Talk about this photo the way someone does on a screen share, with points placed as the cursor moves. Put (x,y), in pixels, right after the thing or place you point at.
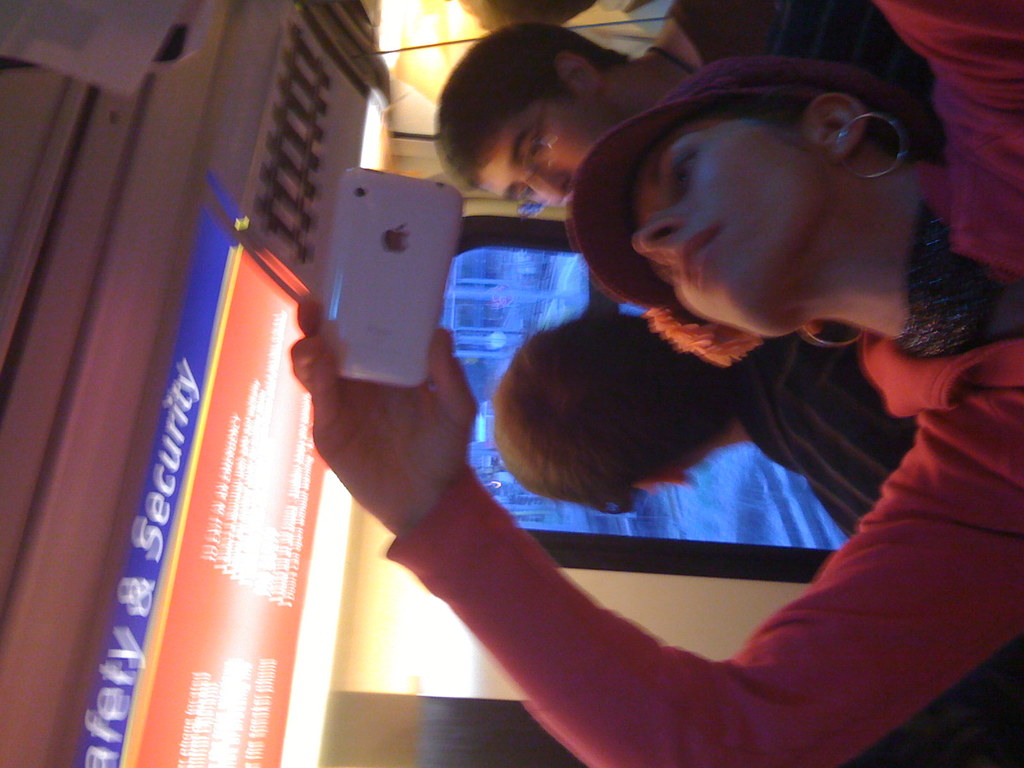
There is a person (818,295) on the right side of the image (941,413) wearing a hat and holding a mobile (377,343) with her hand (453,376). There are two persons (584,152) in front of the window (697,484) which is in the middle of the image (542,274).
